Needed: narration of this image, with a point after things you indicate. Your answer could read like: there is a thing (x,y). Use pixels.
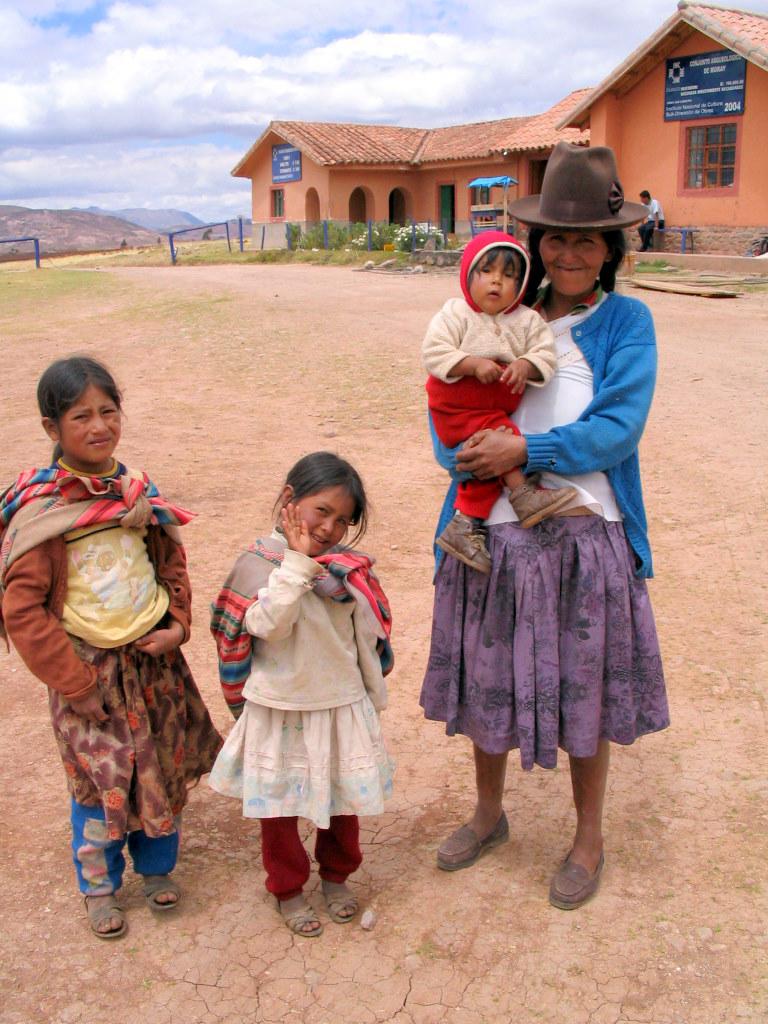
In this image there are some persons (555,625) standing on the soil ground (217,591) in the bottom of this image (399,726). There is a house (357,198) on the top right side of this image (523,166). There is one person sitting on the right side of this image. There is a cloudy sky (305,50) on the top of this image (318,41).
